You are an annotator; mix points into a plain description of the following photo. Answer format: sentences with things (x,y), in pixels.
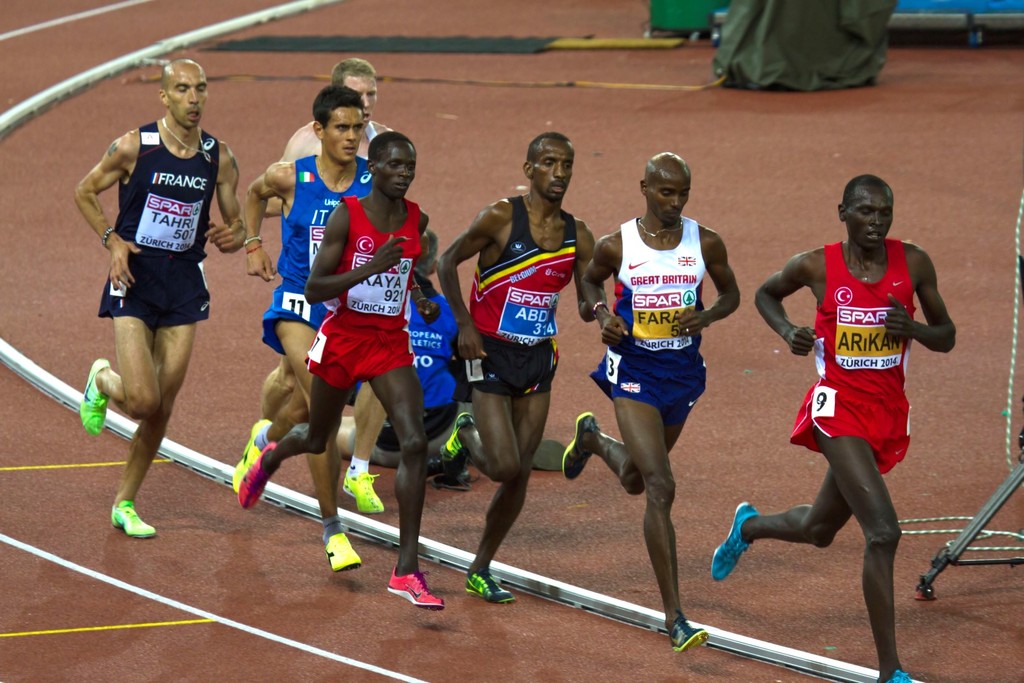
In this picture I can see on the right side (900,335) a man (927,335) is running, he wore red color dress (897,369). In the middle (524,269) a group of persons (452,264) are running. At the bottom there are white color lines (307,497).
